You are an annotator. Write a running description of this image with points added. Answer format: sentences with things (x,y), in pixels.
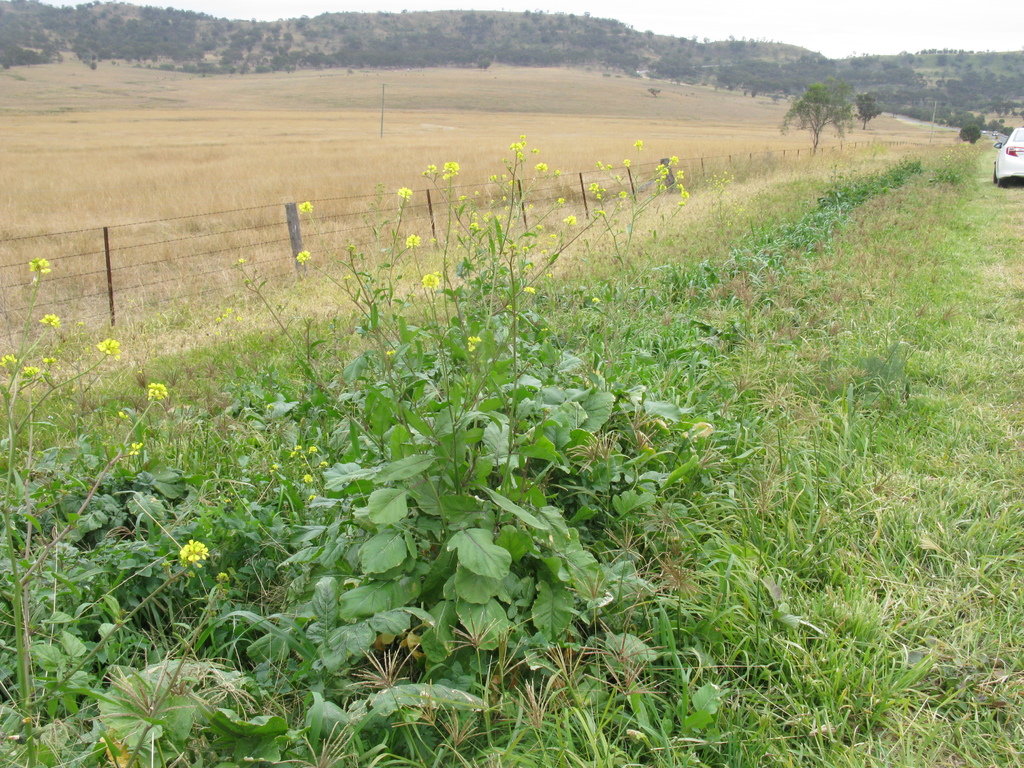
In the picture I can see flower plants (463,481), the grass (697,194), fence (296,239) and trees (929,91). I can also see a car (1013,161) on the right side (1017,156). In the background (408,56) I can see hills (608,48) and the sky (604,15).
